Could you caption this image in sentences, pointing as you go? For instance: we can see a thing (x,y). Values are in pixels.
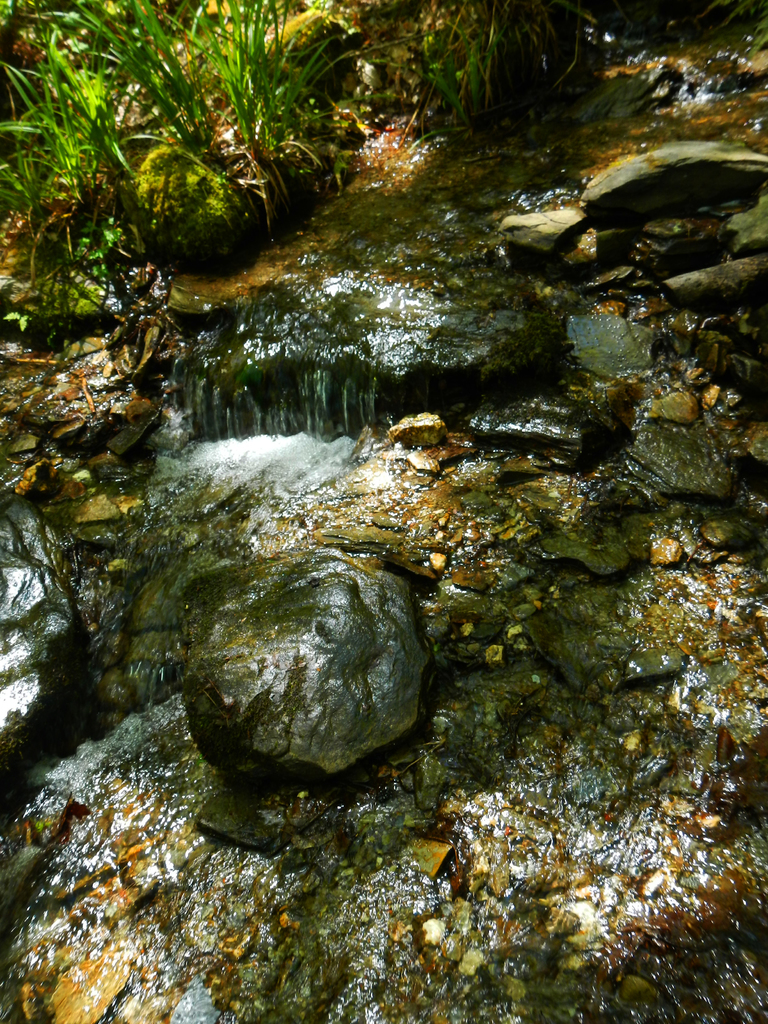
In the picture I can see the rocks (755,176) and water (352,368). I can see the plants (222,226) on the top left side of the picture (156,163).
